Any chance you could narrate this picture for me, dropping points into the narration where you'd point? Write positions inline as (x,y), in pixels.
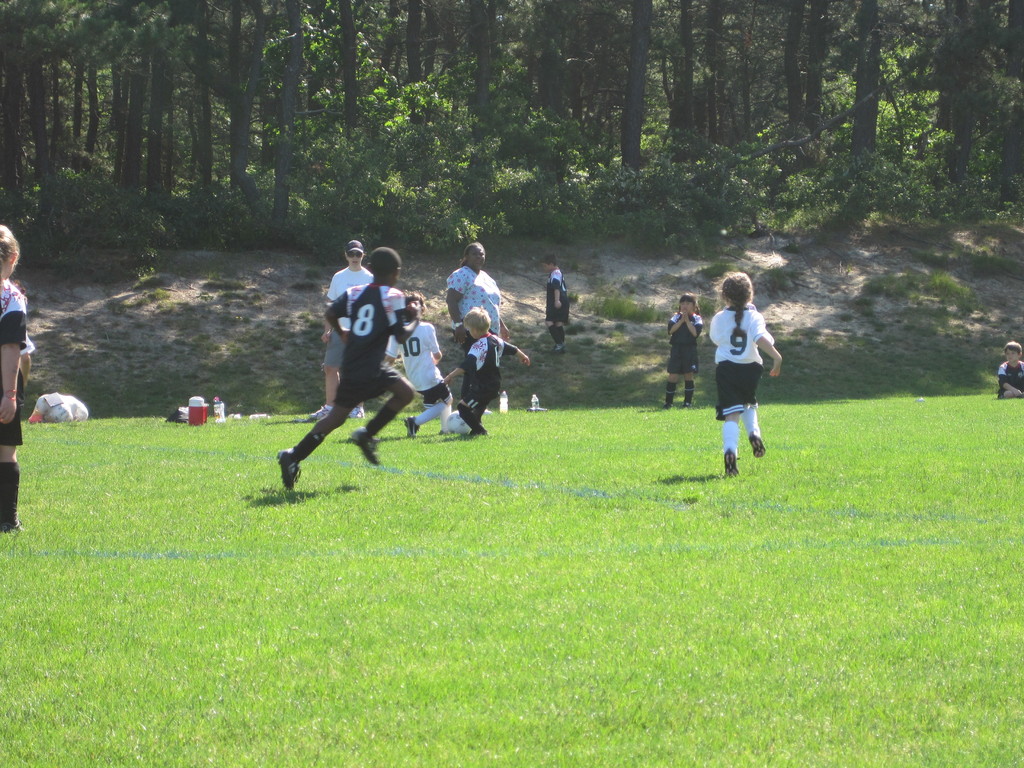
On the background of the picture (520,102) we can see trees (554,94). This is a green grass area (556,616). Here we can see some of the persons (737,297) playing and running.
